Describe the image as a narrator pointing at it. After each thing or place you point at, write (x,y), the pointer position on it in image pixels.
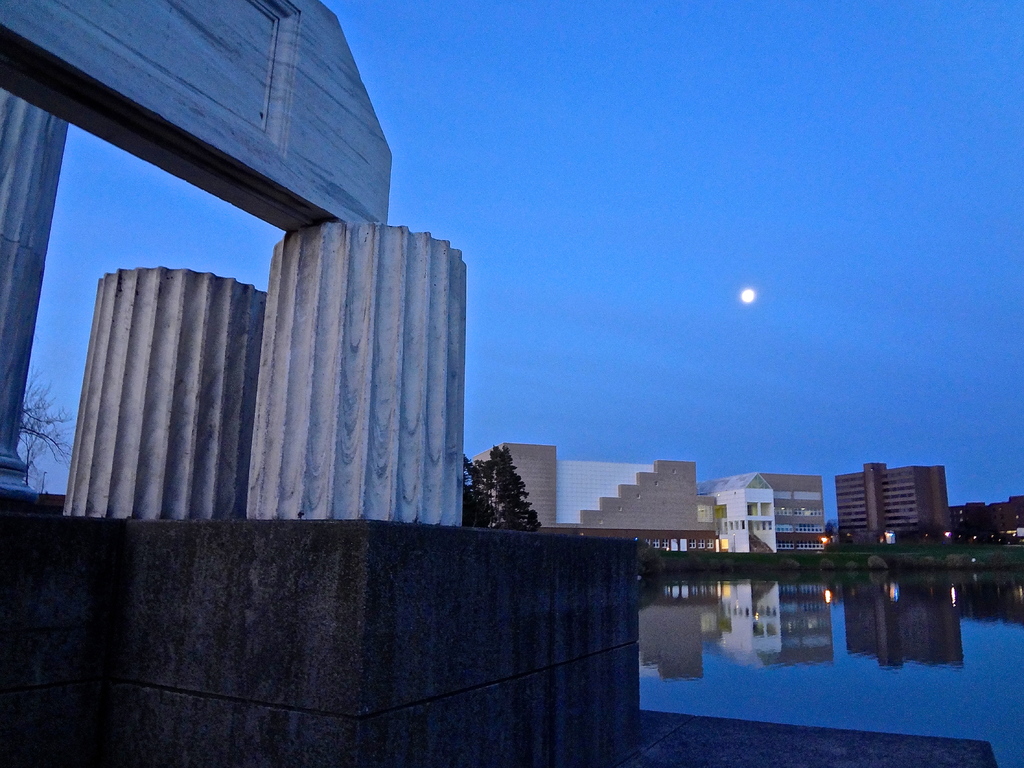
In the center of the image (648,492) we can see the buildings (734,532), trees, lights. At the bottom of the image (753,652) we can see the water (723,658). On the left side of the image (150,349) we can see an arch (40,84) and pillars (171,468). At the top of the image (696,225) we can see the moon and sky (608,204).
